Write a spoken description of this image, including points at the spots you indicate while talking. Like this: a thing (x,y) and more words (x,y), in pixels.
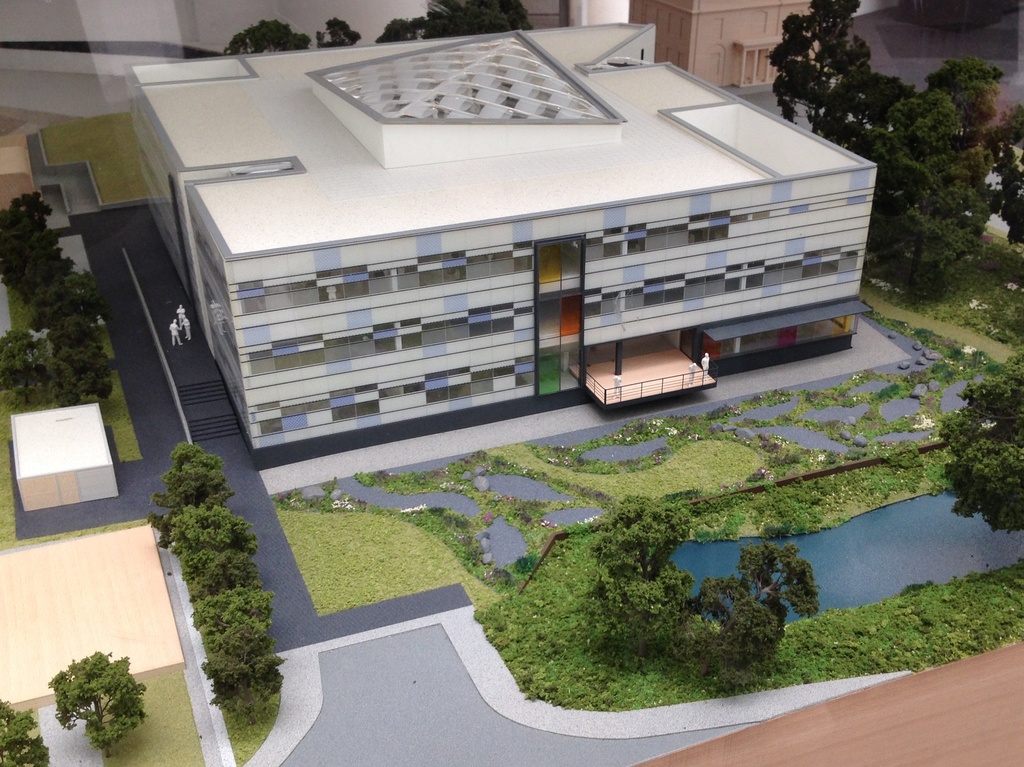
In the center of the image (532,279) there is a model (482,231) of a building (425,250). On the left side of the building (255,378) there are trees (244,625), buildings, road (276,607) and persons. On the right side of the image (992,446) there are trees (975,506) and building (752,65). At the bottom (787,569) we can see grass (361,541), trees (629,574) and road (357,704).
